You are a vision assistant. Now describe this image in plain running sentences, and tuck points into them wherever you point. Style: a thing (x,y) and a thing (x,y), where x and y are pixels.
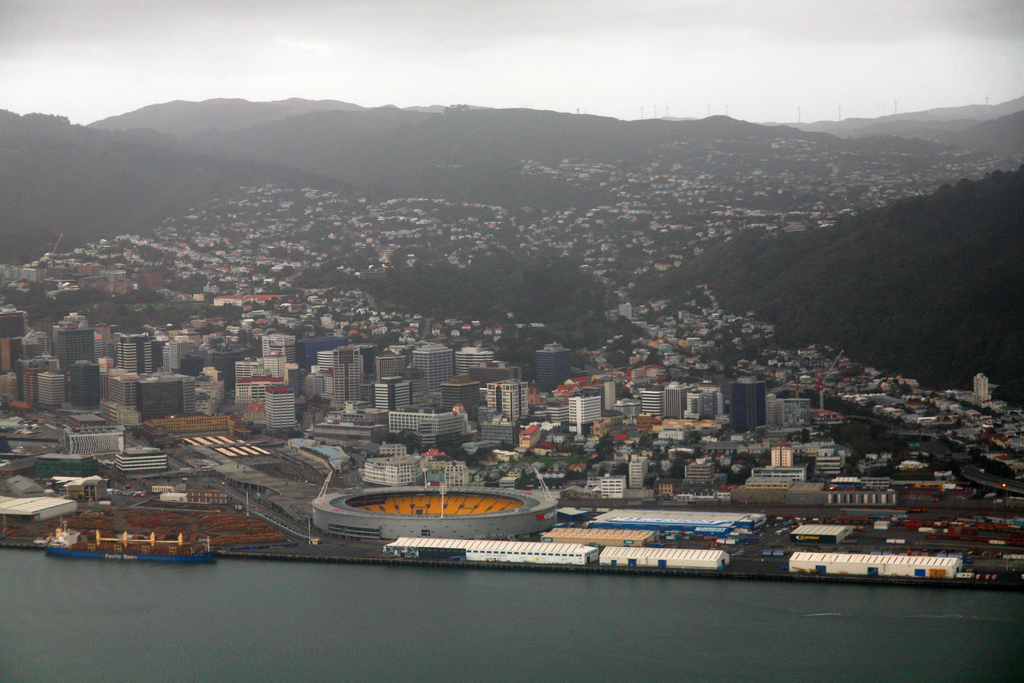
In this picture we can see a boat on water (268,612), beside the water (326,609) we can see buildings (747,400), trees (716,372) and some objects (725,542) and in the background (979,27) we can see mountains (758,270), sky (777,33).
